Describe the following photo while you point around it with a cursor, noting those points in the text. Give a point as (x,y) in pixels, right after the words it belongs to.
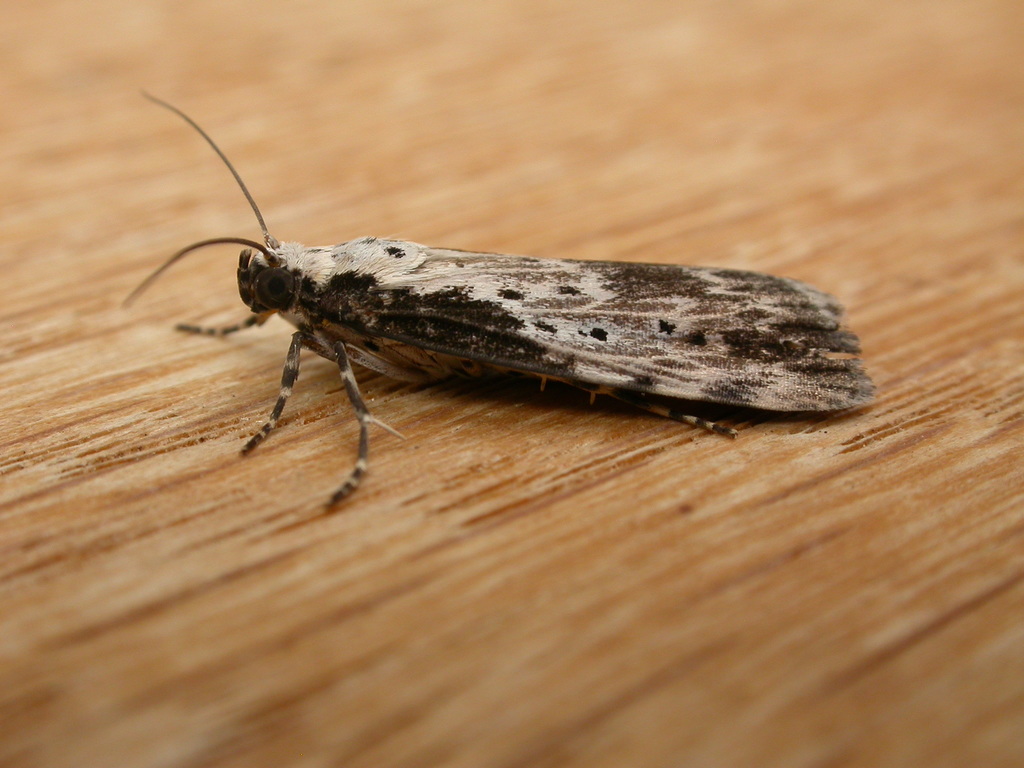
In this image I can see an insect (381,298) which is cream, black and brown in color is on the brown and cream colored surface (570,534).
